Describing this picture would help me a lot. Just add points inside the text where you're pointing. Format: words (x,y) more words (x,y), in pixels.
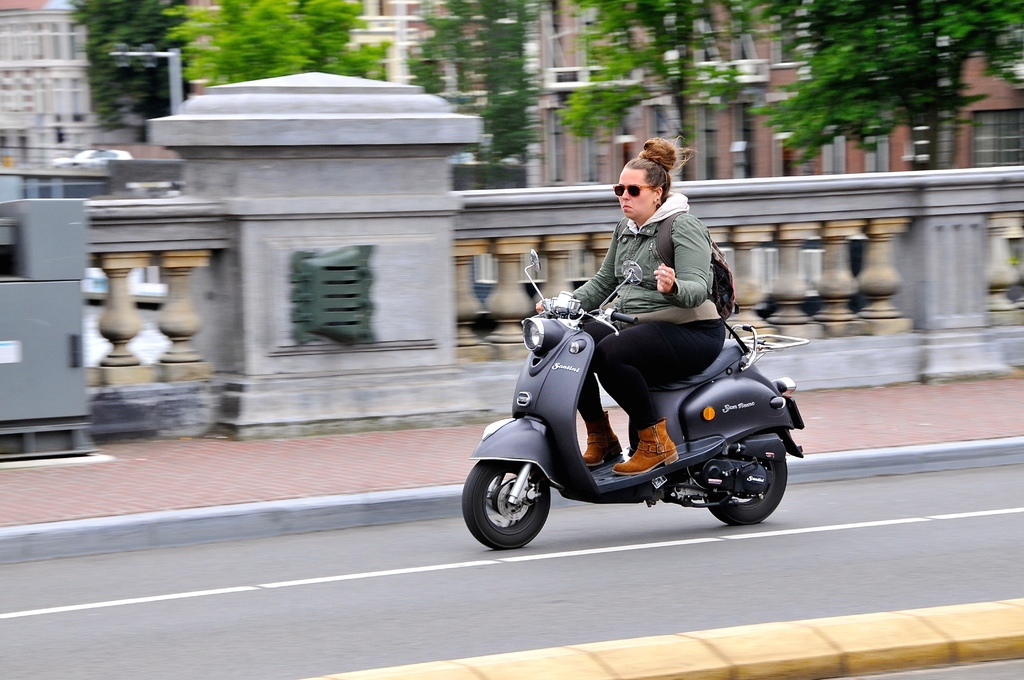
This picture is clicked in the city. In the middle of the picture (641,250), we see woman (669,284) in green jacket (684,290) and black pant (643,354) is riding bike (518,440), she is wearing goggles (635,194). Beside her, we see sidewalk (207,470). Behind that, we see many buildings (563,72) and trees (493,102).
